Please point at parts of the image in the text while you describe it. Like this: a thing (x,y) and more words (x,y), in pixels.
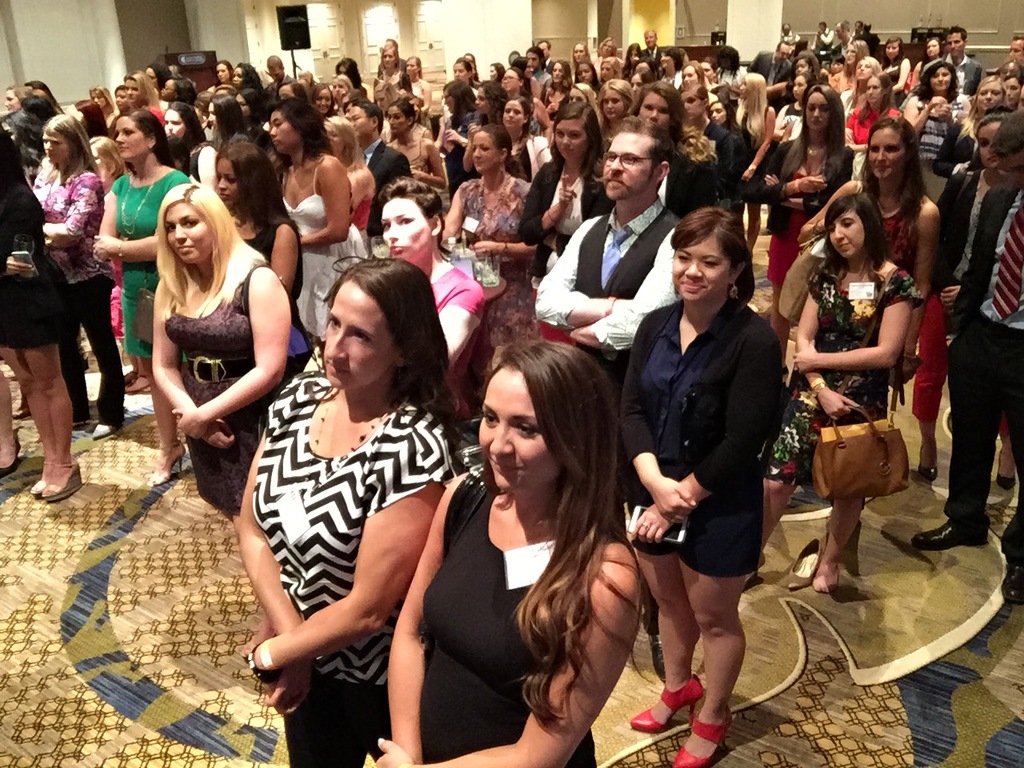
In this picture there are many persons (509,298) standing and there are some other objects (682,35) in the background (682,35).
